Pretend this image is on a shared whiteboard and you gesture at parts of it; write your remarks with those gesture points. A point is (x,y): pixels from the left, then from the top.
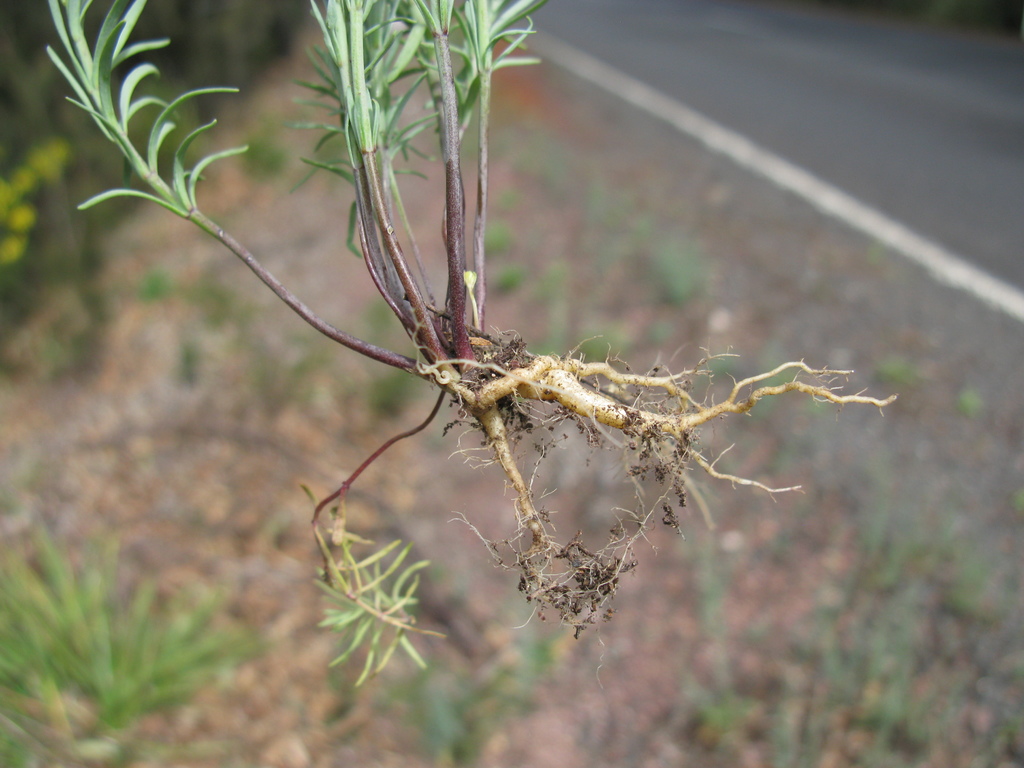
In the image we can see there is a plant (449,77) and there are roots (730,413) of the plant (373,612). There are other plants (121,608) on the ground (520,278) and behind there is a road (731,144). Background of the image (752,713) is little blurred.
